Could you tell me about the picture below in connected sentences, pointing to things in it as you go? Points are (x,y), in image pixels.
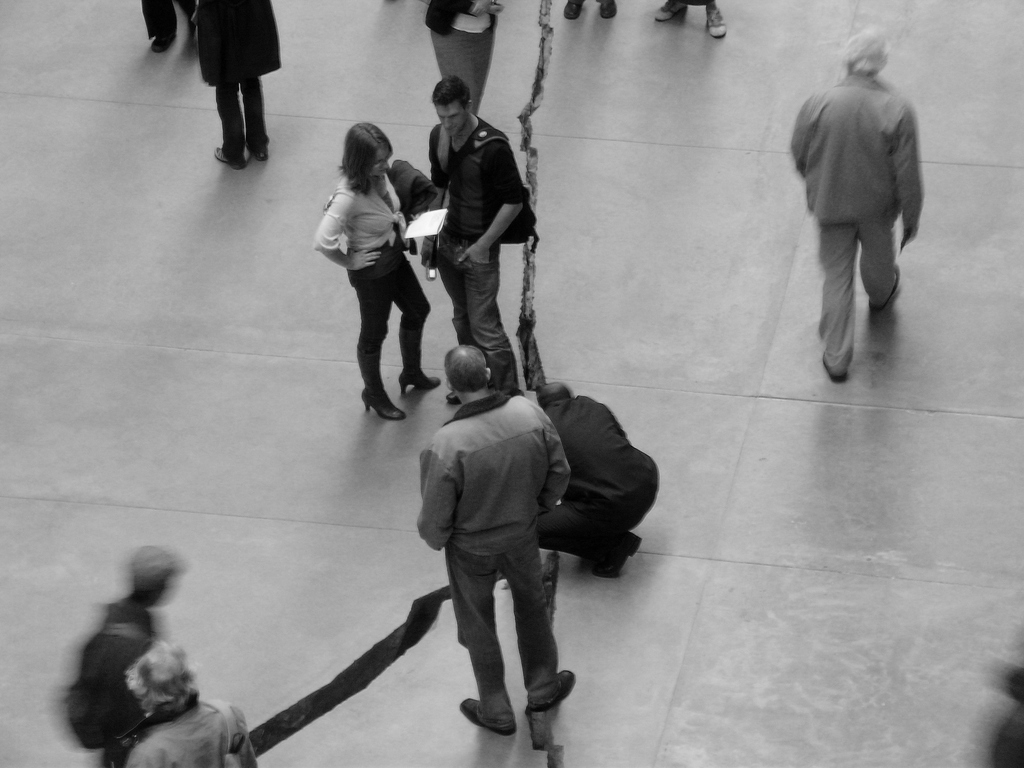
In this image there are few persons (280,69) standing and few persons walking on the floor (635,137).
